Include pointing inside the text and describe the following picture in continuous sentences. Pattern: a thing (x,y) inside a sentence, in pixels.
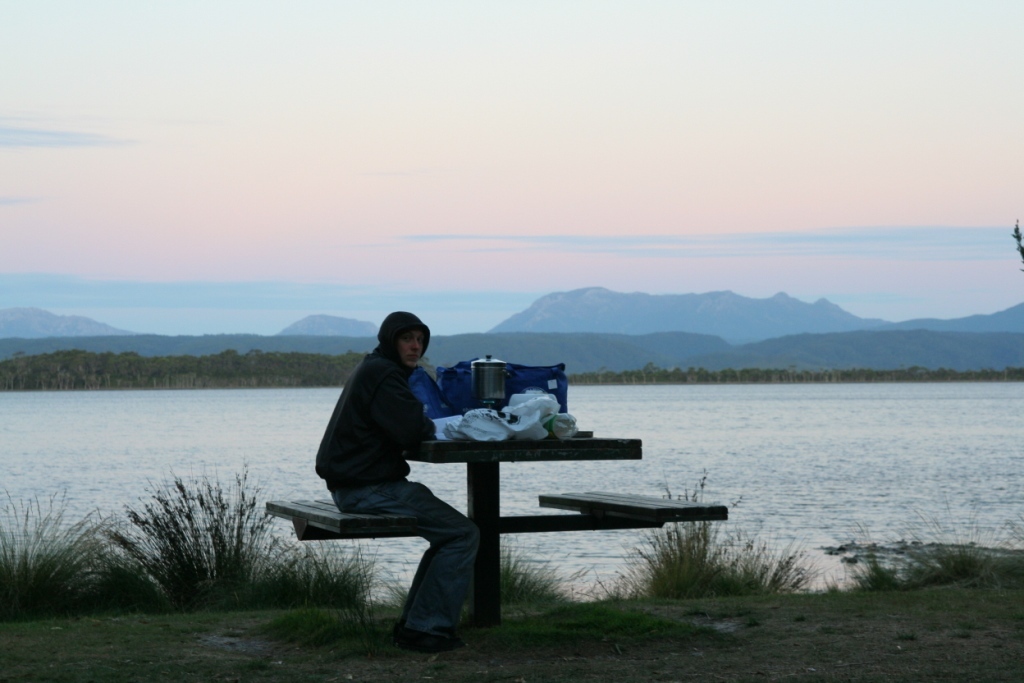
In this Image I see a person (354,494) who is sitting on the bench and there is a table (487,493) in front and there are few things (527,368) on it and the person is on the grass (701,630). In the background (793,417) I see the water (736,414), mountains (1009,333) and the sky (257,254).
